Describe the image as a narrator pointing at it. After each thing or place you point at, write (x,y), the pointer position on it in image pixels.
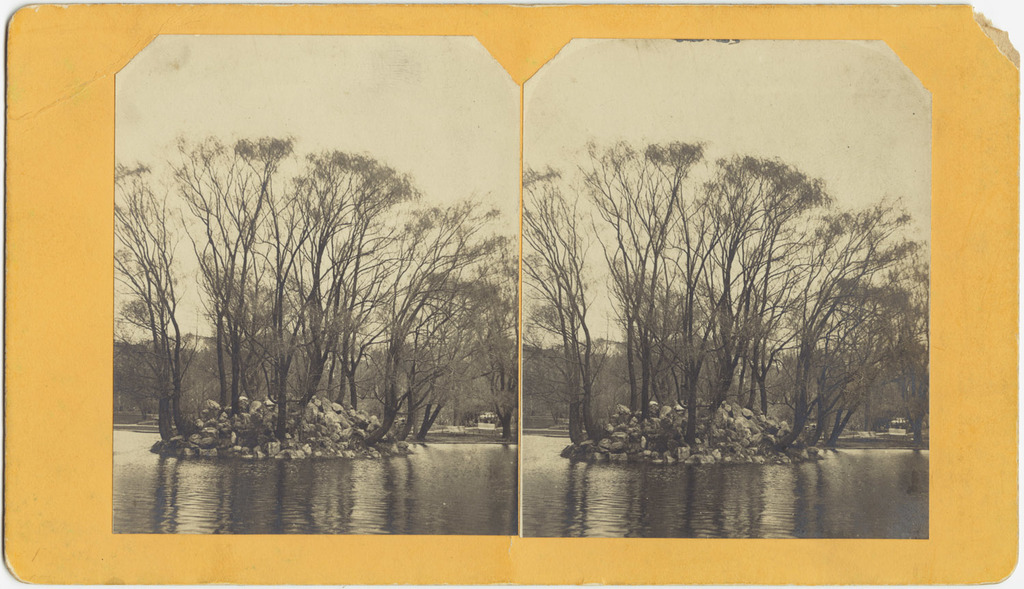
This is a collage image. Here I can see two images of same view. In this image I can see the water (673,501). In the background (743,423) there are some rocks (729,434) and trees (573,373). On the top of the image (815,93) I can see the sky (723,128).
